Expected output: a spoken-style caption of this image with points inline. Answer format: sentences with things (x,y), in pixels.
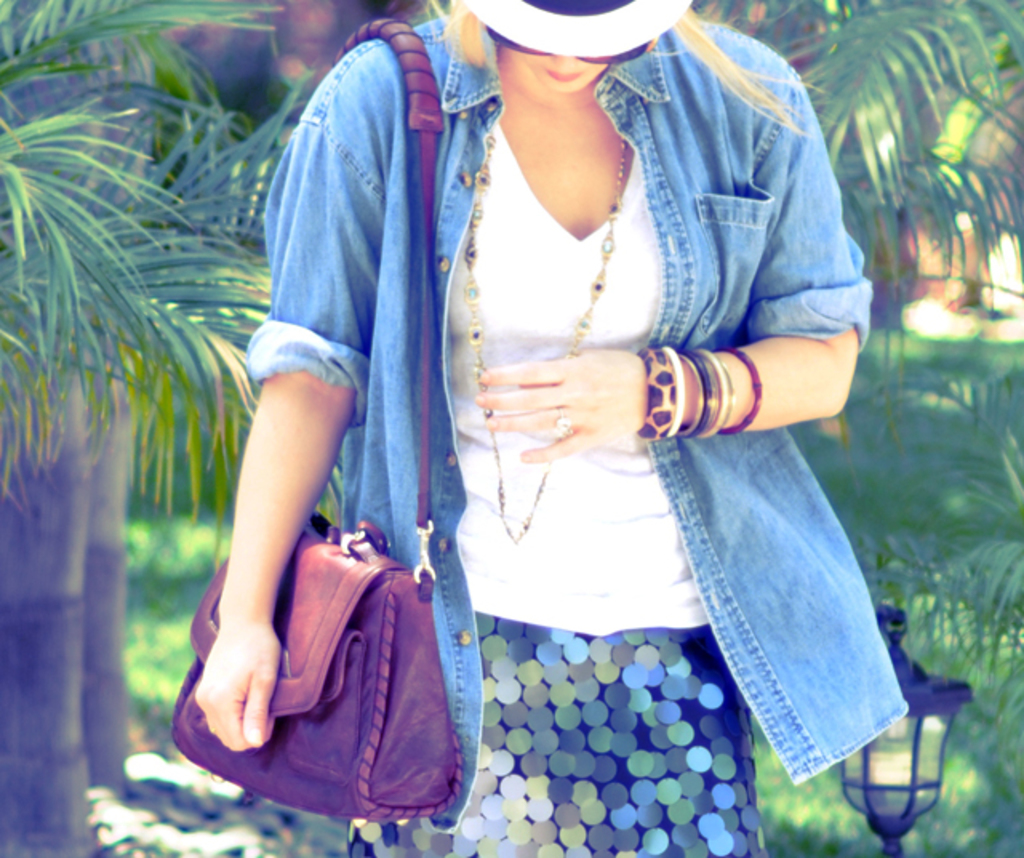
This is a outdoor picture. This picture is highlighted with a woman (470,536), standing and looking toward the ground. She is wearing a denim blue jacket (400,301) and a white shirt (594,533) and there is a chain (612,204) on her neck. We can see bangles (708,405). Here she is wearing a brown leather handbag (369,588). She wore a cap (628,29) and she is also wearing specs (609,60) and her hair (737,68) light brown in colour. On the background of the picture (212,103) we can see trees (165,249). On the right side (924,732) there is light (930,753).
